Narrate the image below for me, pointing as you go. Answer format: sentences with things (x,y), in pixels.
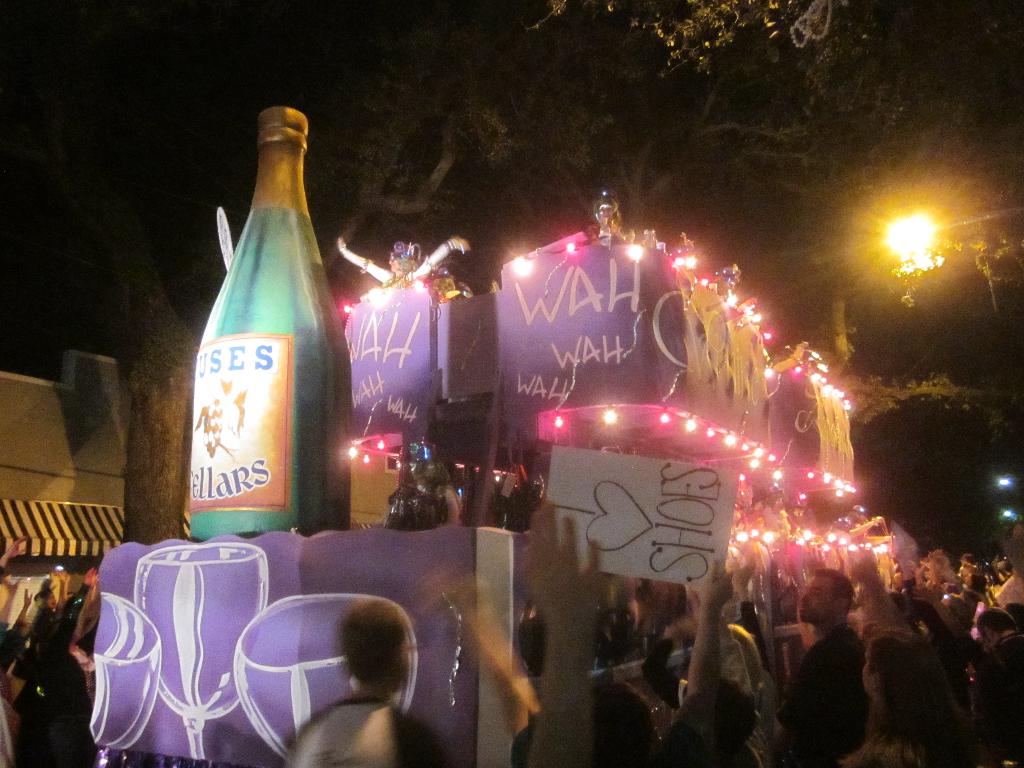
In this image we can see some persons (698,593), name board (547,492), decorative items (333,413), trees (394,79), lights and other objects (469,546). At the top of the image (501,133) there are trees (723,95), lights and other objects (285,177).
